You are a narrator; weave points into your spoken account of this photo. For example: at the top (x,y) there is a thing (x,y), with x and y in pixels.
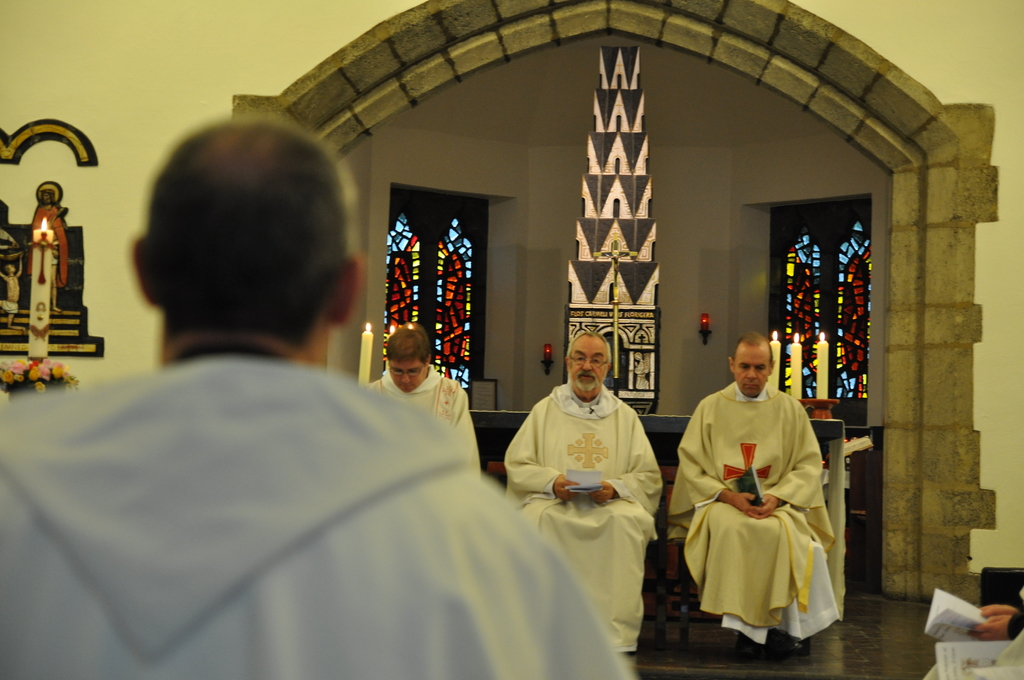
Here we can see a person (402,596), on the right of the image (987,666) we can see books (944,651) hold with hands (1000,614). There are three people (640,433) sitting and chairs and these two people (712,502) are holding books (597,473) and we can see candle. In the background (45,127) we can see wall (107,105) and painting (440,240) on glasses (787,321).
